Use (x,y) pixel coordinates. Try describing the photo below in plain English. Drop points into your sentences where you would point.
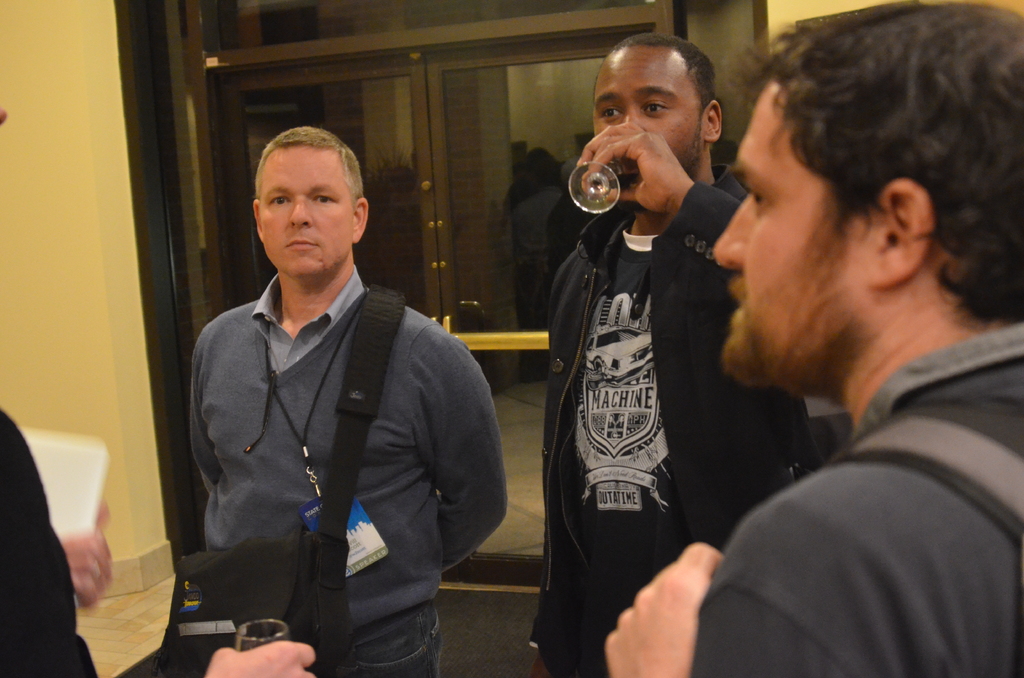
In this picture I can observe three men (609,382). On the left side (24,547) I can observe a person (16,534) holding a glass (262,634) in his hand (310,655). In the background (519,305) I can observe doors (407,252).
